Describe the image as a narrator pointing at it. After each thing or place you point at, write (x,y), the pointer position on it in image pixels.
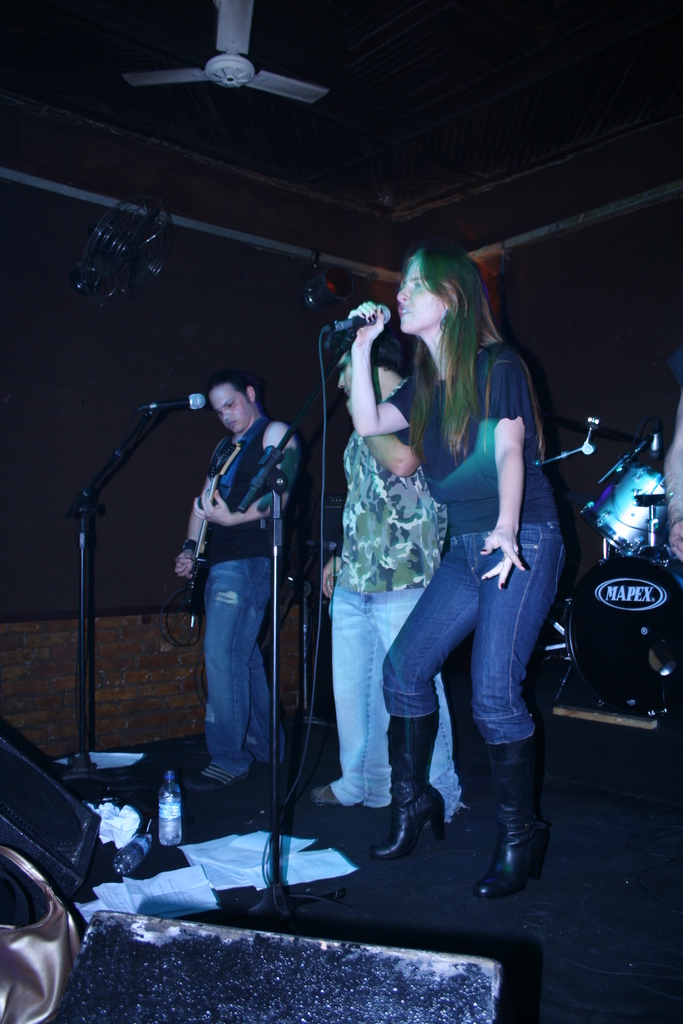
In this image there are three persons (451,808) standing on the floor (482,804). A woman (481,524) wearing blue t-shirt (476,513) and blue jeans (465,556) holding a mike (357,327) and her mouth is open. Beside her a man (386,513) standing on the floor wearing green t -shirt (378,575), blue jeans (374,597) and in front of him there is a mike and beside him another man (259,544) standing and holding a musical instrument (204,534) and also in front of him there is another mike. On the top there is a fan (281,94). And on the right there are some musical instruments (627,669). On the floor (464,826) there are some papers (329,863) and there are two bottles (134,844). On wall (80,361) there is a fan (101,270) hanging.
